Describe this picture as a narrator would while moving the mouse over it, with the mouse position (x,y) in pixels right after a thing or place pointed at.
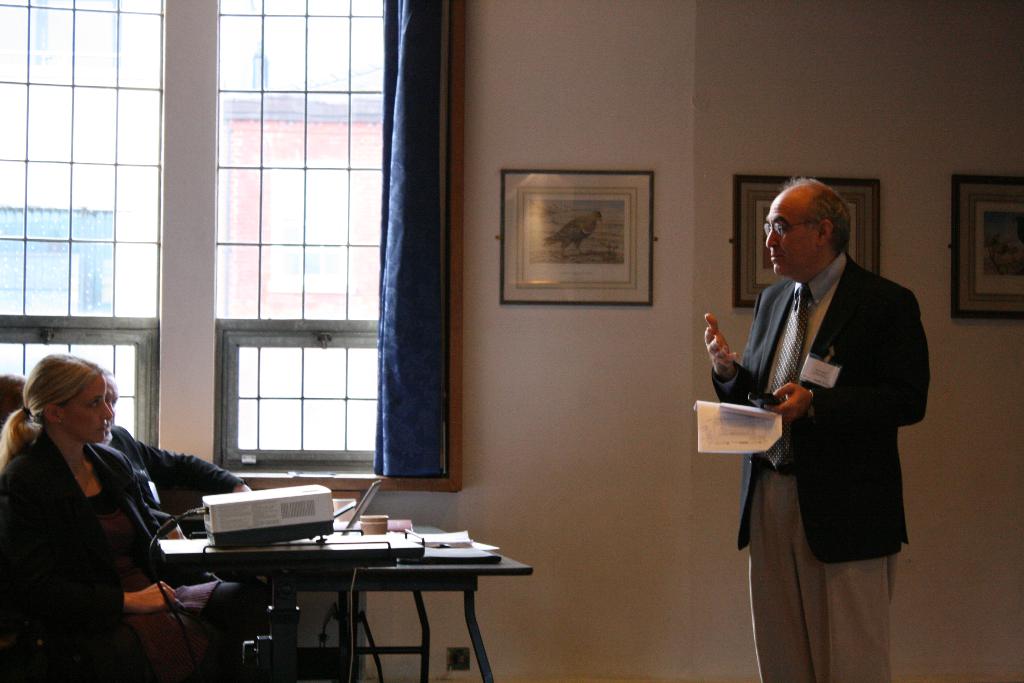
The image is inside the room (584,437). In the image there are group of people (146,534) sitting on chair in front of a table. On table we can see a projector (290,514), books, laptop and a paper (441,539), on right side (792,318) there is a man (827,340) standing and holding a paper (763,418). In background (614,233) there are photo frames (614,233), window (234,166) and a curtain (408,271).
